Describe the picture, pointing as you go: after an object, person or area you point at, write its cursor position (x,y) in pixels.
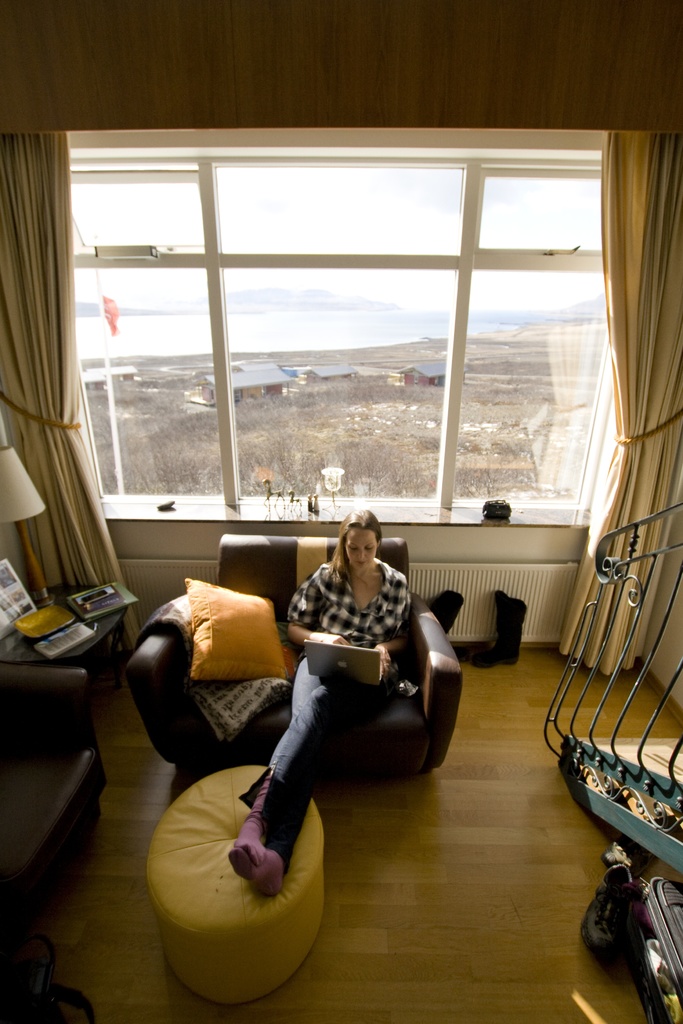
In this image we can see a woman (371,583) wearing checked shirt (377,622) is sitting on the sofa (440,684) with a laptop (308,662) and also we can see the pillows (222,667) on it. Here we can see another sofa (73,799), staircase (641,822), table (101,636) upon which we can see table lamp (18,507), mobile phone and a few more things (13,583) kept on the wooden flooring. In the background (159,450), we can see the glass windows (436,326) through which we can see dry grass (129,442), trees (128,454), house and the sky (284,280).
